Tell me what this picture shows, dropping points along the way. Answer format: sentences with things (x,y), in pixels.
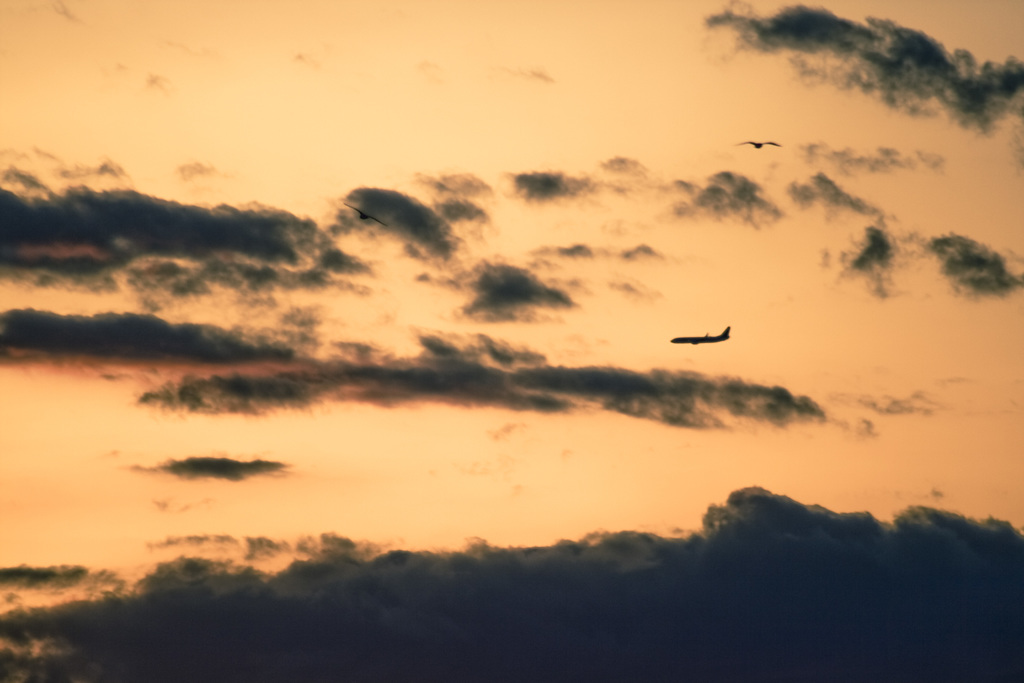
In this picture there is an aircraft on the right side of the image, in the sky (765,550).
